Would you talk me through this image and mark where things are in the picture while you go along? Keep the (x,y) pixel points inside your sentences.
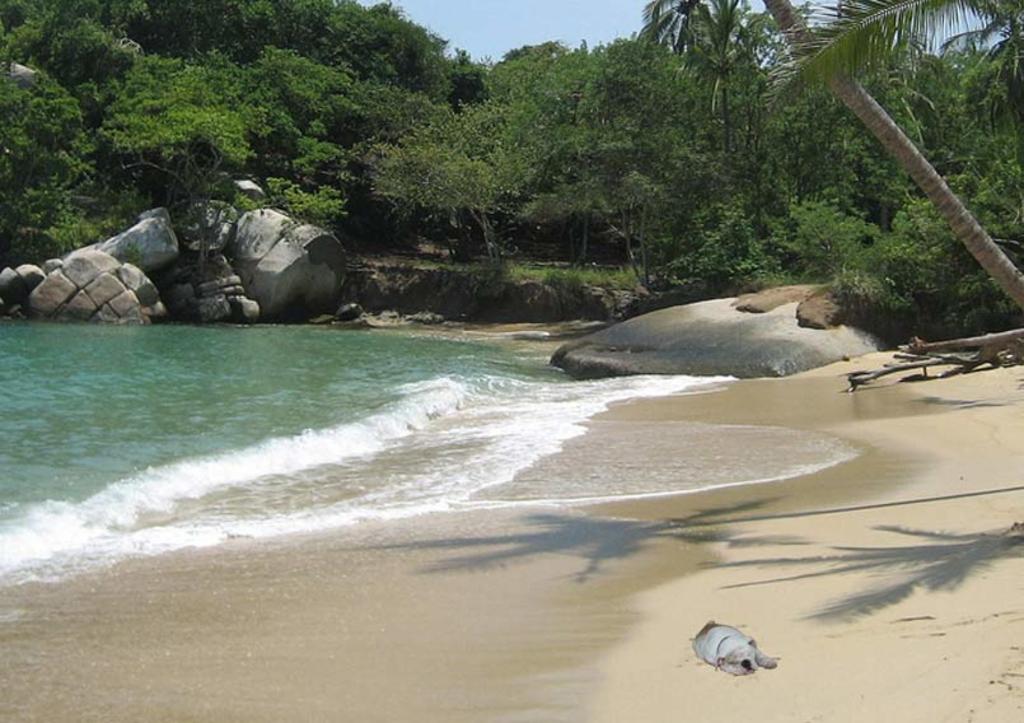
In this image we can see the trees (625,222), rocks (765,297), sand (925,445) and also the water (309,412). We can also see the sky (618,31).
